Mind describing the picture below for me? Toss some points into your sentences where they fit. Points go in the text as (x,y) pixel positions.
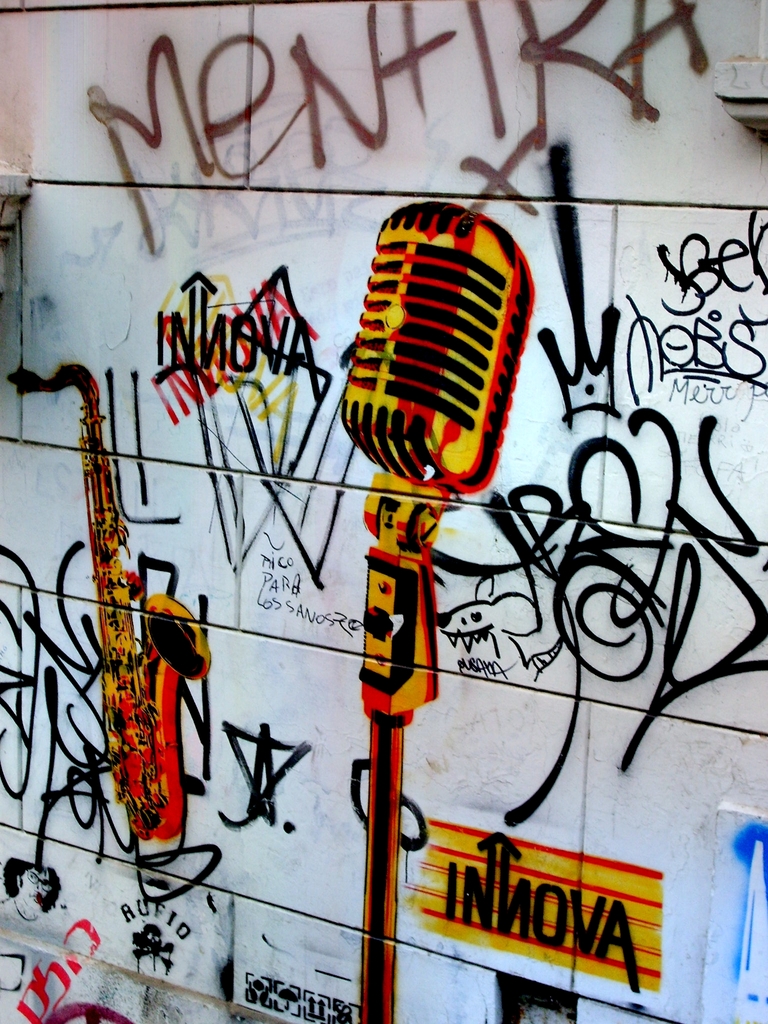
In this image I can see a wall (333,550). On the wall (333,386) I can see a painting (423,440) of microphone (383,523), musical instrument (121,630) and some other designs (513,621).
